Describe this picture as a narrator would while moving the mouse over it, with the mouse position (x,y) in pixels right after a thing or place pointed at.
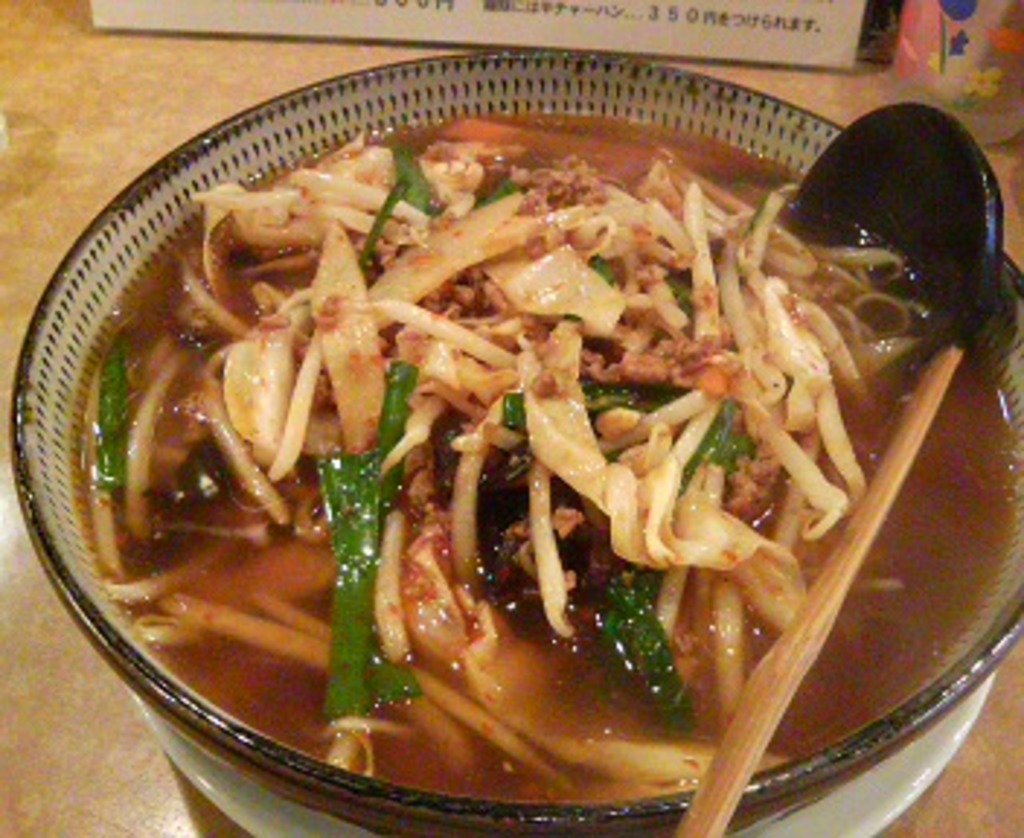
There are vegetable pieces (532,437) in a soup (841,304), along with a spoon (807,231) in a bowl (555,112), which is in white color and is on the table (12,345), on which, there is a name board (427,20) and a bottle (957,27).
